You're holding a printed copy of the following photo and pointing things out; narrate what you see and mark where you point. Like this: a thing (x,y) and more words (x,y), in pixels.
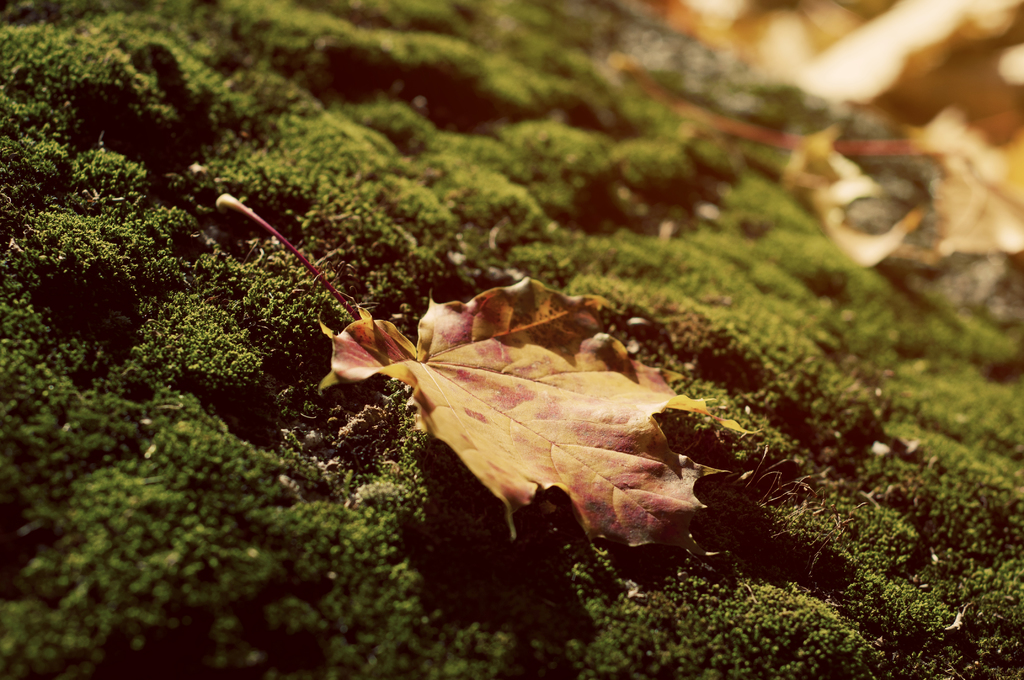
In this image I can see the grass (768,412) and a leaf (497,391). In the background of the image (821,73) it is blurry.
